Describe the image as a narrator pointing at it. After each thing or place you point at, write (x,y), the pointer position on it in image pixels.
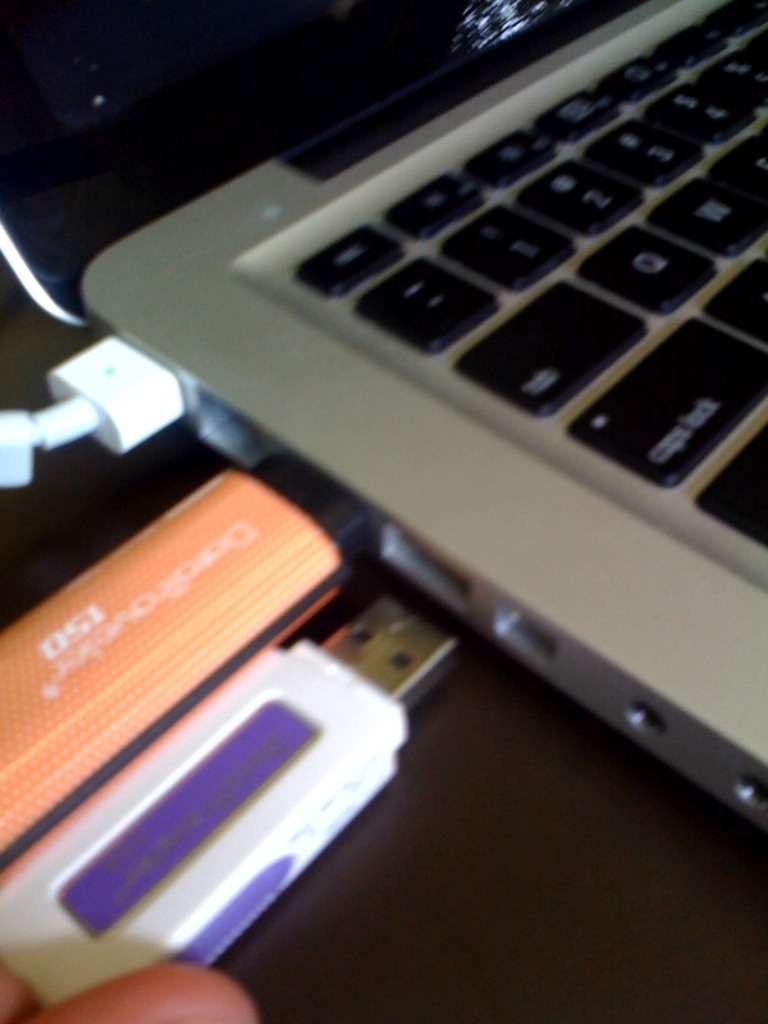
In this picture I can see one pen drive (12,798) and a cable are attached to a laptop (428,532), we can see a person finger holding a pen drive (234,878).
